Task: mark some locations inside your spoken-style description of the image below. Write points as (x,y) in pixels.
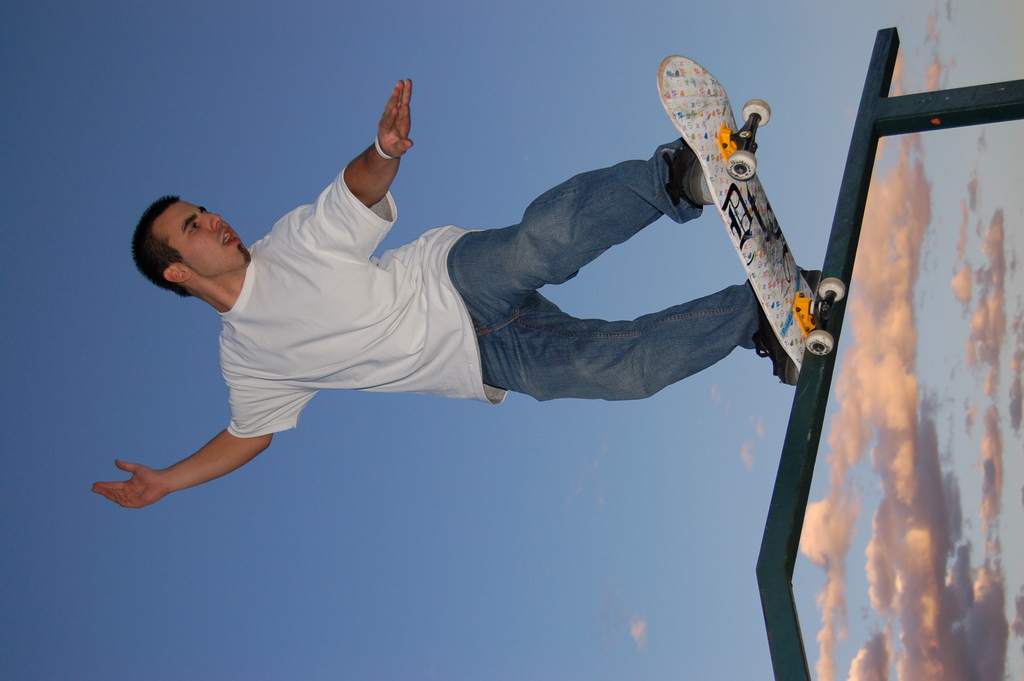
In this picture we can see a person (148,212) on a skateboard (811,335). This skateboard (794,337) is on a stand (879,82). Sky (755,639) is blue in color and cloudy.
